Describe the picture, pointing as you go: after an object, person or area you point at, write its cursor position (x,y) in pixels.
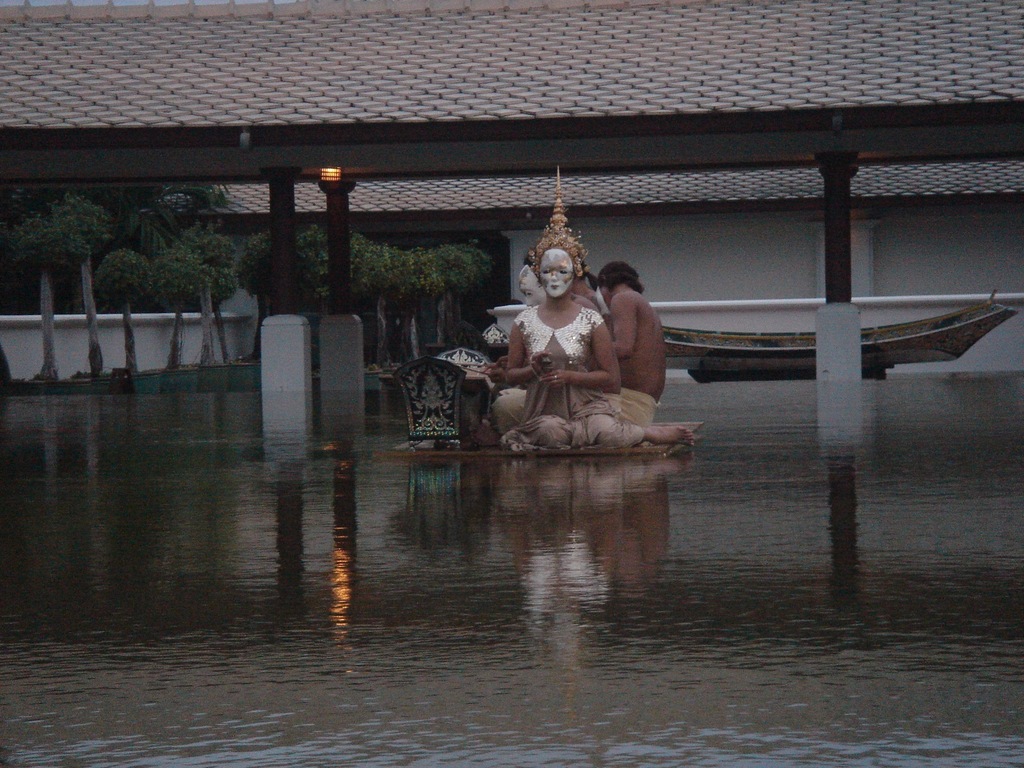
In this picture I can see the water (317,485) in front (169,740) and in the middle of this picture (574,426) I see few people (492,373) who are sitting on a thing (455,450) and I see the shed (399,138) and I see a light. In the background (325,214) I see a building (693,281) and few trees (33,268).
